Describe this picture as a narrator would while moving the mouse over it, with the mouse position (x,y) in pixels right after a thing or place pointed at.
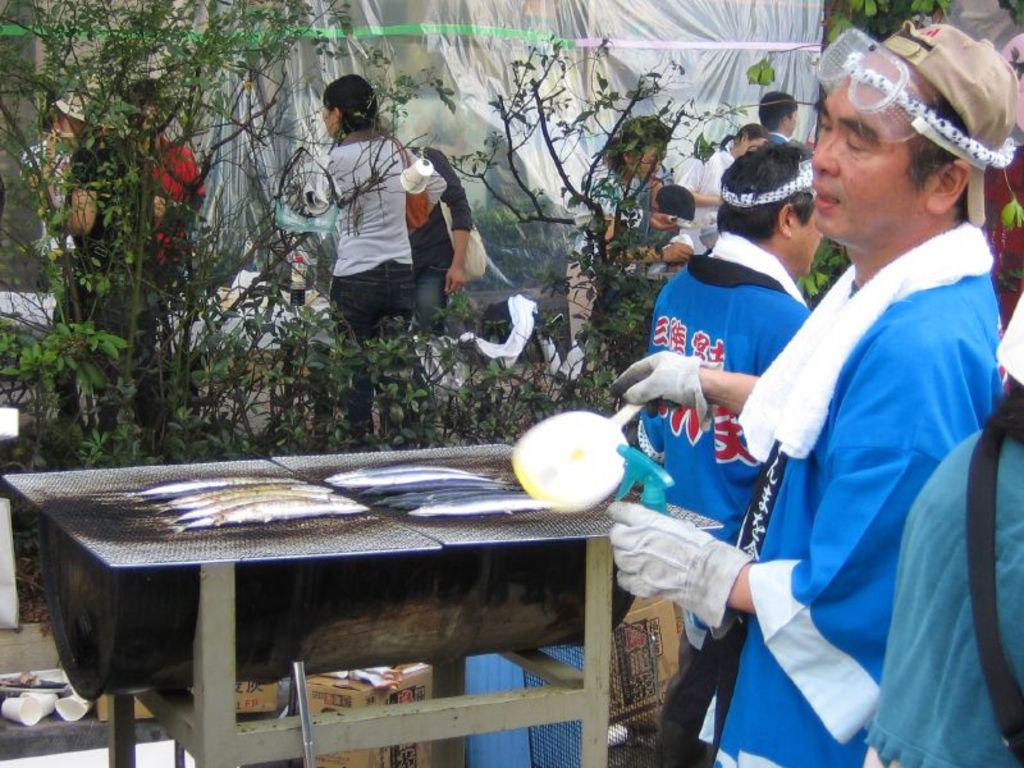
In this image I can see group of people (389,195) who are standing on the ground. On the right side of the image (850,432) we have a man (854,419) who is wearing blue color dress (872,473), gloves (708,573) and frying fishes (419,509). On the left of the image (138,182) couple of plants (95,323).
